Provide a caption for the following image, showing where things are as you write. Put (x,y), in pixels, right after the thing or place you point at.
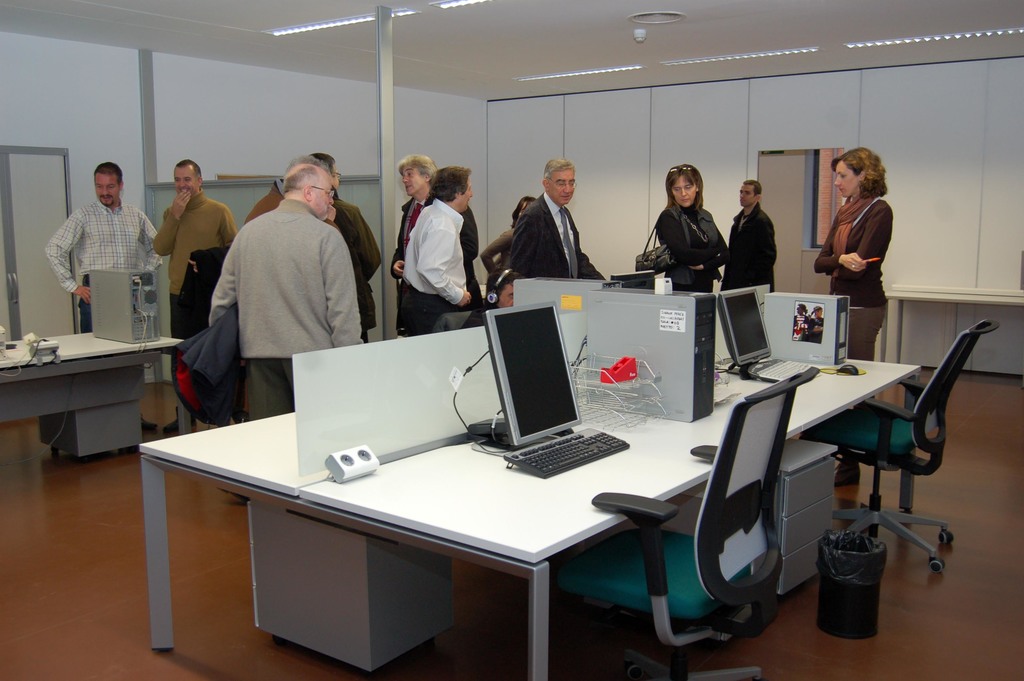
In this image I can see the group of people (509,266) standing. And there is a table (580,429). On the table (649,455) there are systems (679,370).
